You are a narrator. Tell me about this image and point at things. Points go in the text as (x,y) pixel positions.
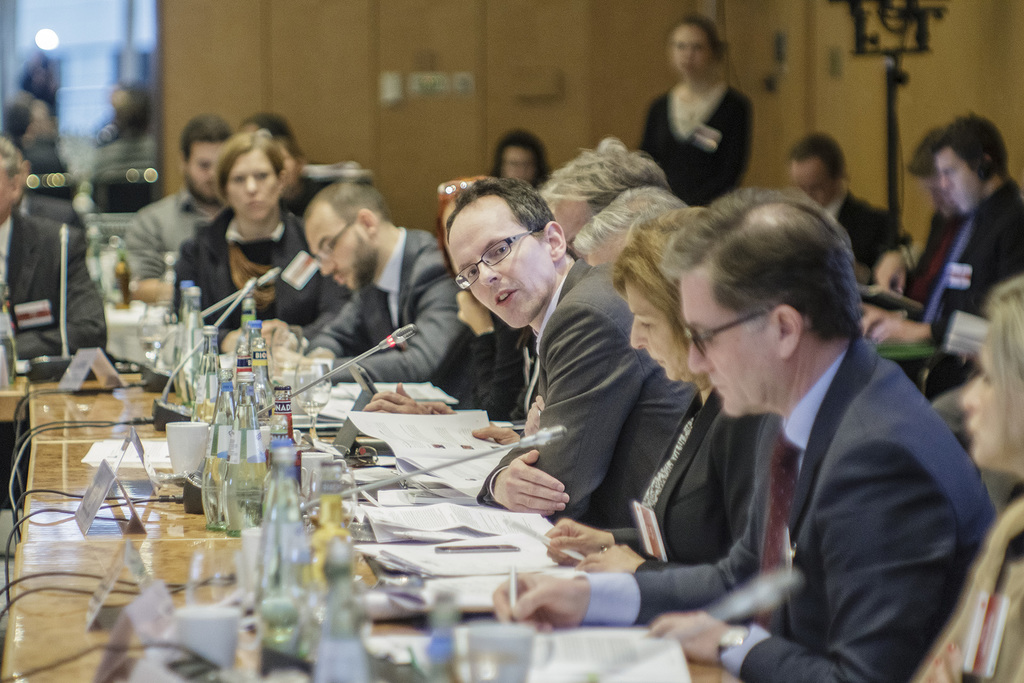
In this picture we can see some people (475,334) are sitting in front of tables (64,460), there are microphones (46,363), bottles (190,284), papers (478,599), name boards (102,363), glasses (162,346) and mugs (190,436) present on these tables (163,558), on the right side (881,238) there are some people (877,228) sitting and a person (728,135) is standing, a man (757,524) in the front (752,519) is writing something.
